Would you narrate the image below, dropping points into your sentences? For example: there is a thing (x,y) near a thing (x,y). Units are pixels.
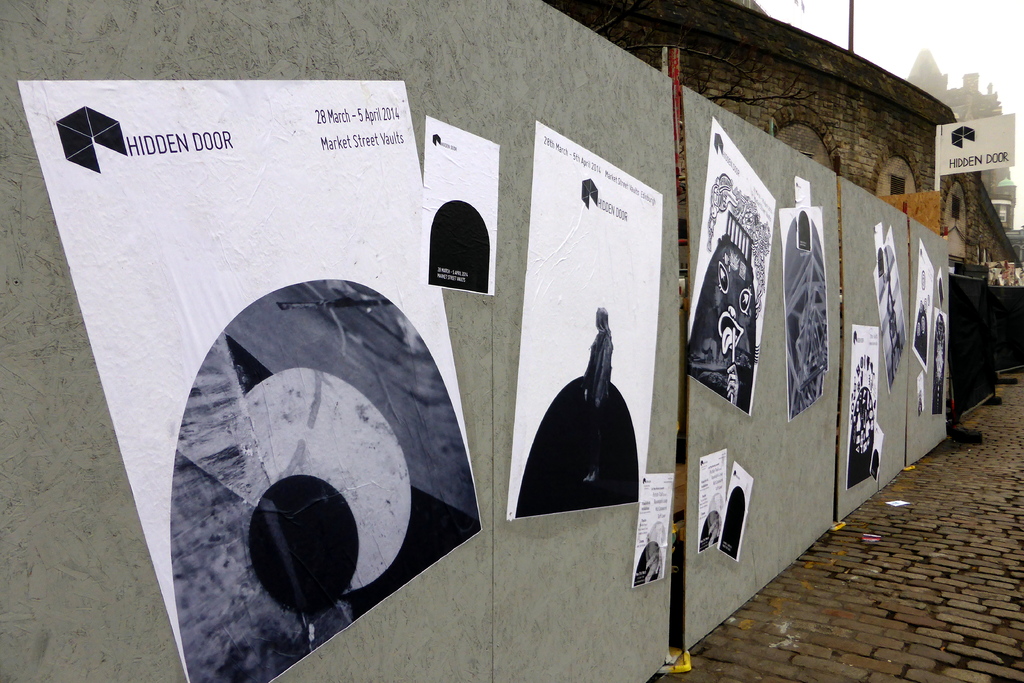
In the image we can see there are many poster (477,293) stick to the wooden sheet (470,393). This is a footpath (890,526), stone building (797,85), pole (851,16) and a white sky (967,2).
